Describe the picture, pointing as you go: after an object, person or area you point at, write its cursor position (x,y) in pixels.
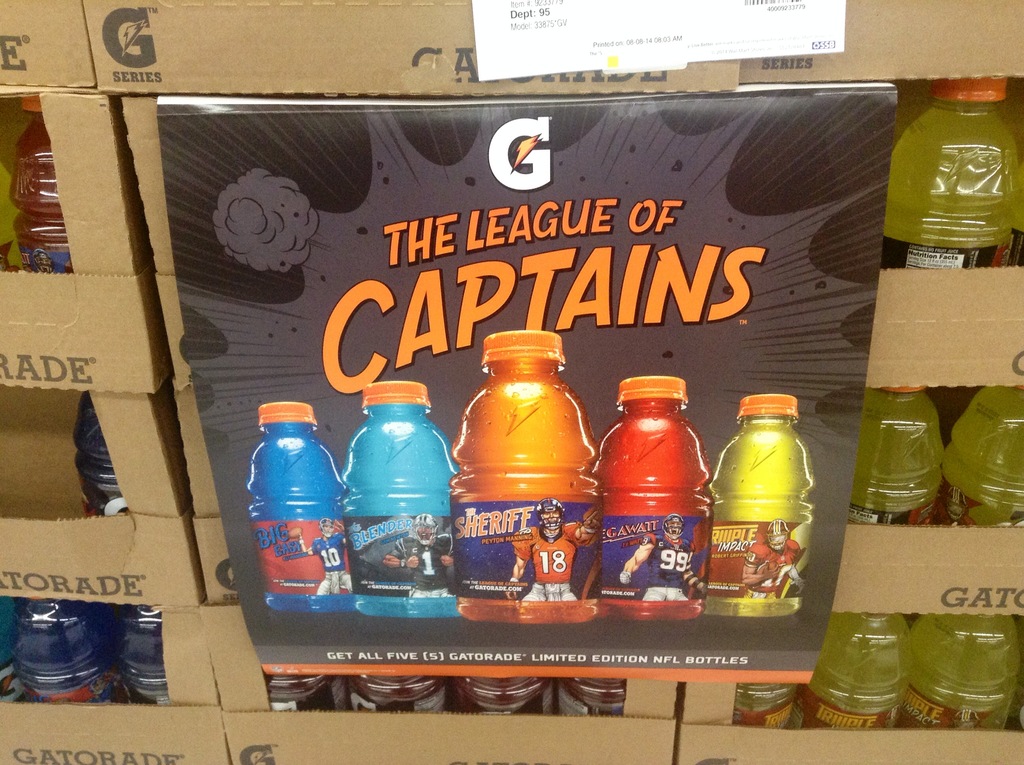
In the center (584,447) we can see sign board (457,402). In the background (392,45) there is a boxes (886,61) with drink bottles (72,607).
